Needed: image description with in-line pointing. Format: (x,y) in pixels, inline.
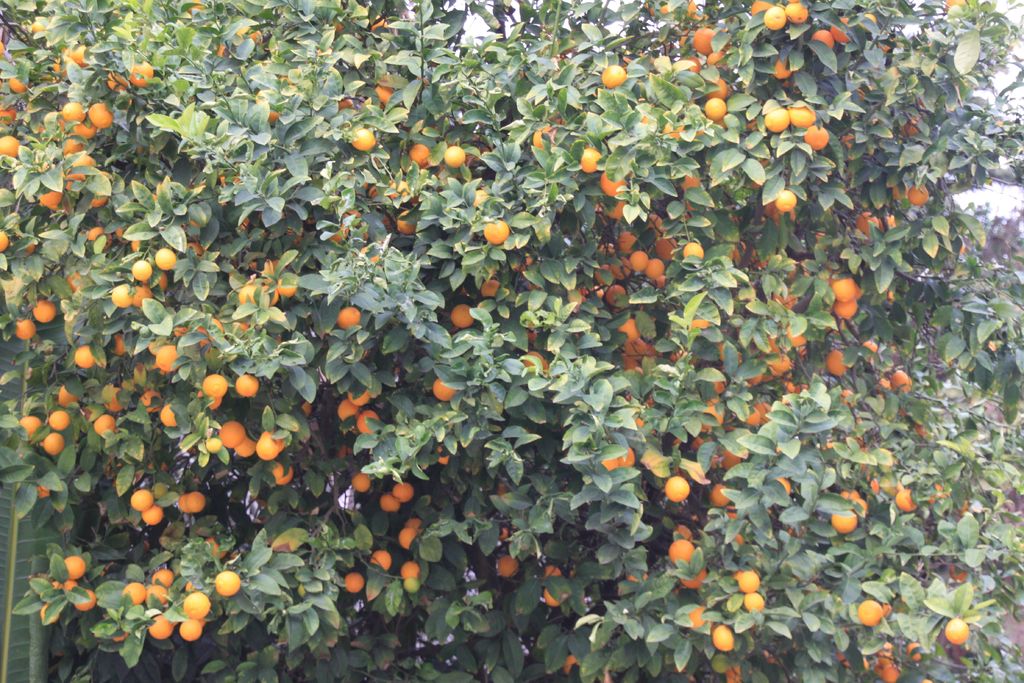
This is the picture of a tree (446,413) to which there are some oranges (57,584).
